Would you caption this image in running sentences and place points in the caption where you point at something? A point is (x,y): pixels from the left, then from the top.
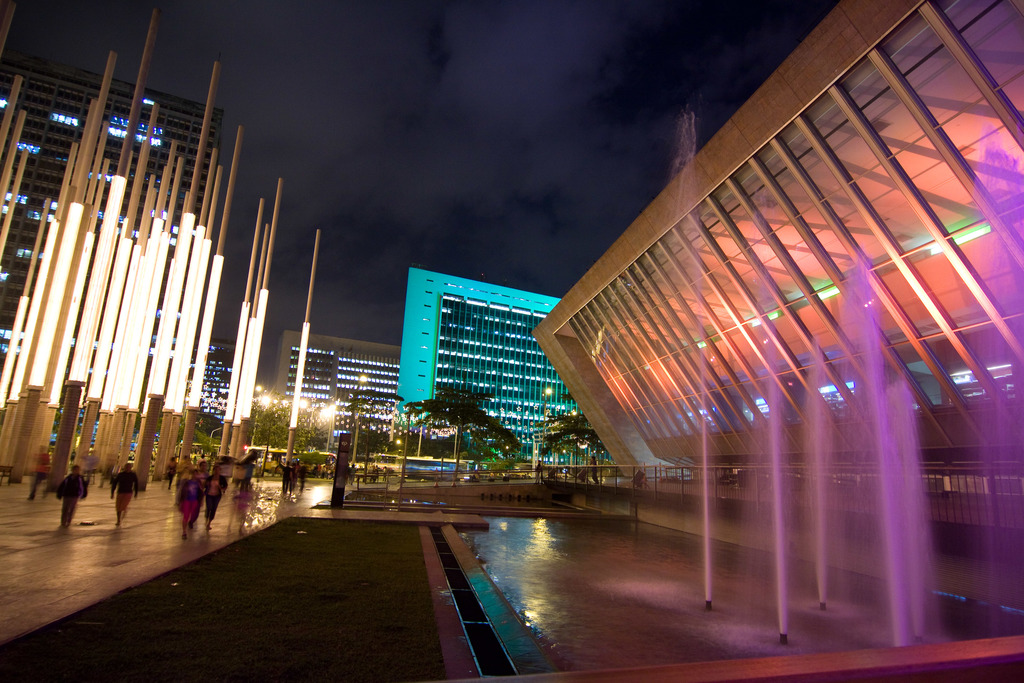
In this image, we can see some people (209,497) walking at the left side (188,509), at the right side (782,549) there are some water fountains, there are some buildings (487,337) and at the top (374,105) there is a sky (387,101).
